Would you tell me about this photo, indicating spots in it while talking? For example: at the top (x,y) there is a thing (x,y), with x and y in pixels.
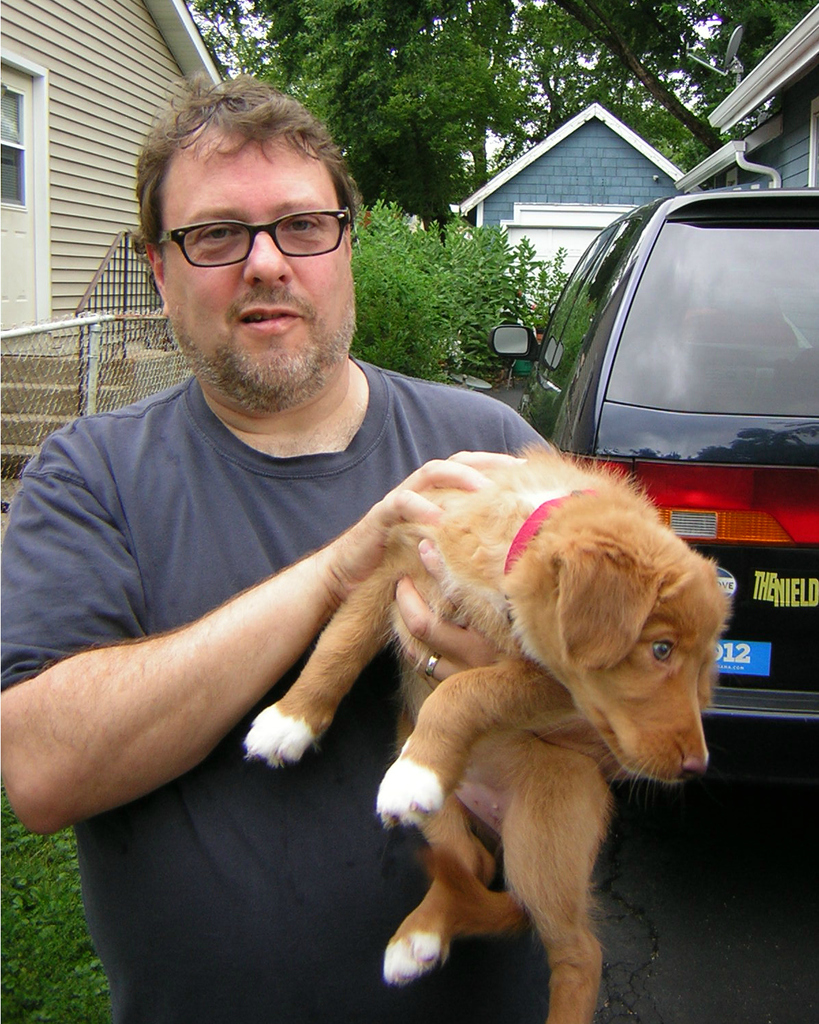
This image is clicked outside. In this image there is a man (206,952), holding a dog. He is wearing a blue shirt (175,528). To the right (655,419), there is a car (668,440) in black color. To the left (112,110), there is a house (75,285). In the background (397,77), there are trees (478,176) and plants (480,253).
